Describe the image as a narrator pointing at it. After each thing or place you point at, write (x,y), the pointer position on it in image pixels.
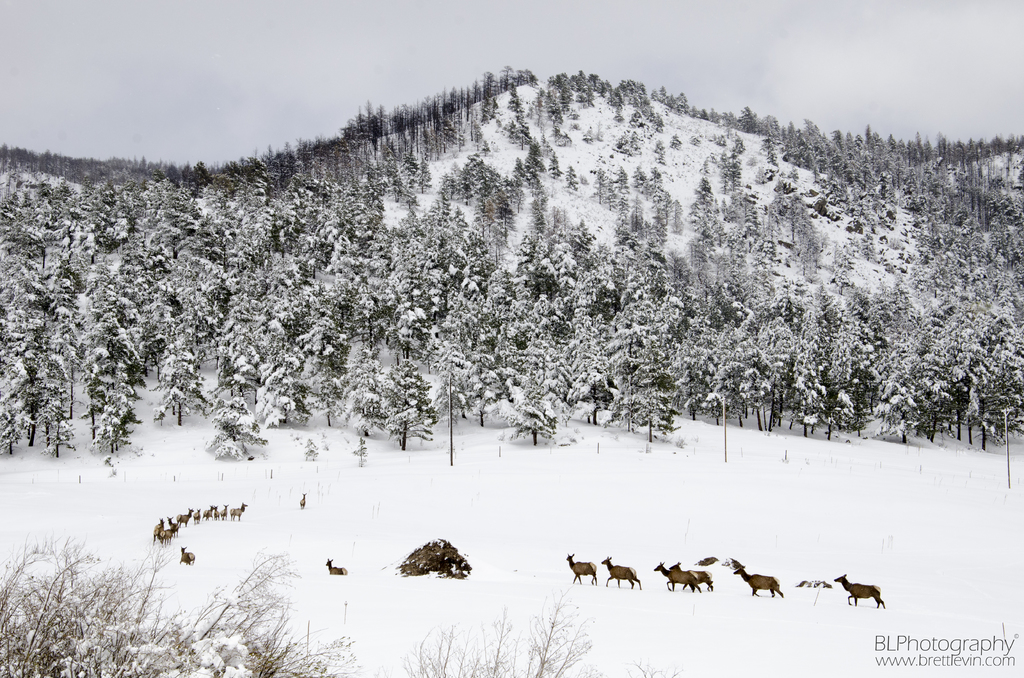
In this image we can see some animals (694,579) on the snow (615,585). We can also see some poles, a group of trees (642,367) on the ice hills (21,451) and the sky (351,107) which looks cloudy.
